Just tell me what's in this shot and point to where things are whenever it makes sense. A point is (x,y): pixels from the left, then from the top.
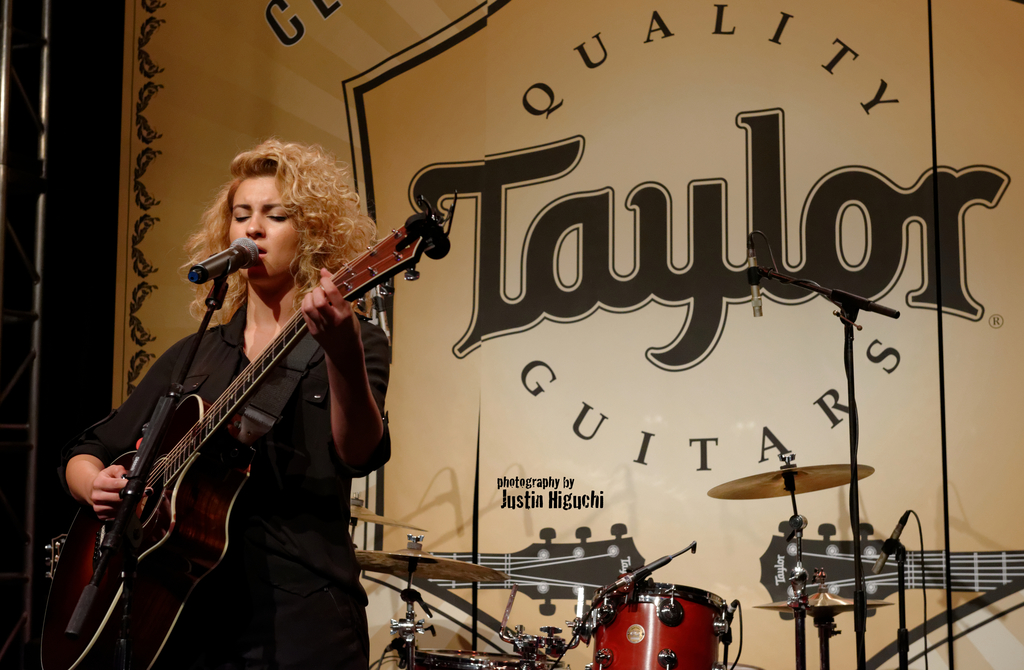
In this image I see a woman (197,666) who is holding a guitar (69,660) and she is standing in front of a mic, I can also see this woman (242,291) is wearing a black dress (370,329) and In the background (457,451) I see the musical instruments (357,512), another mic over here and I see the board (192,50).
